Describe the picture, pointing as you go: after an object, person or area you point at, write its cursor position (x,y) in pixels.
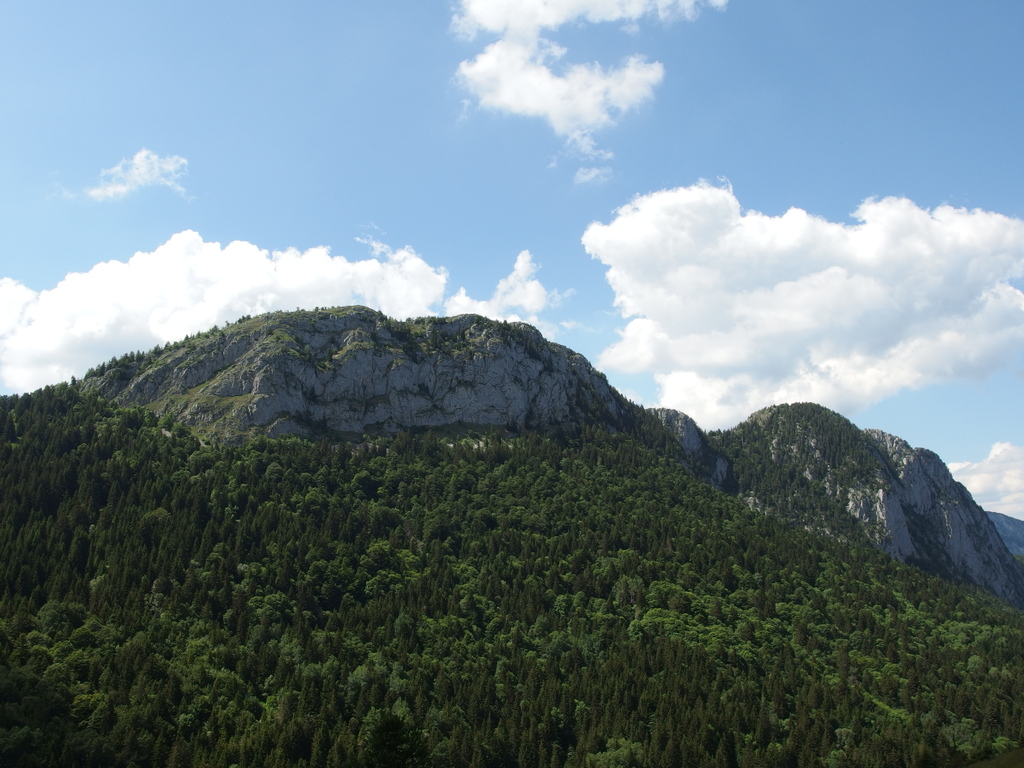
At the bottom of the picture (719,597), there are trees (797,605). In the background (327,328), we see many hills (907,454). At the top of the picture (460,118), we see the sky (410,86) and the clouds (675,291).
